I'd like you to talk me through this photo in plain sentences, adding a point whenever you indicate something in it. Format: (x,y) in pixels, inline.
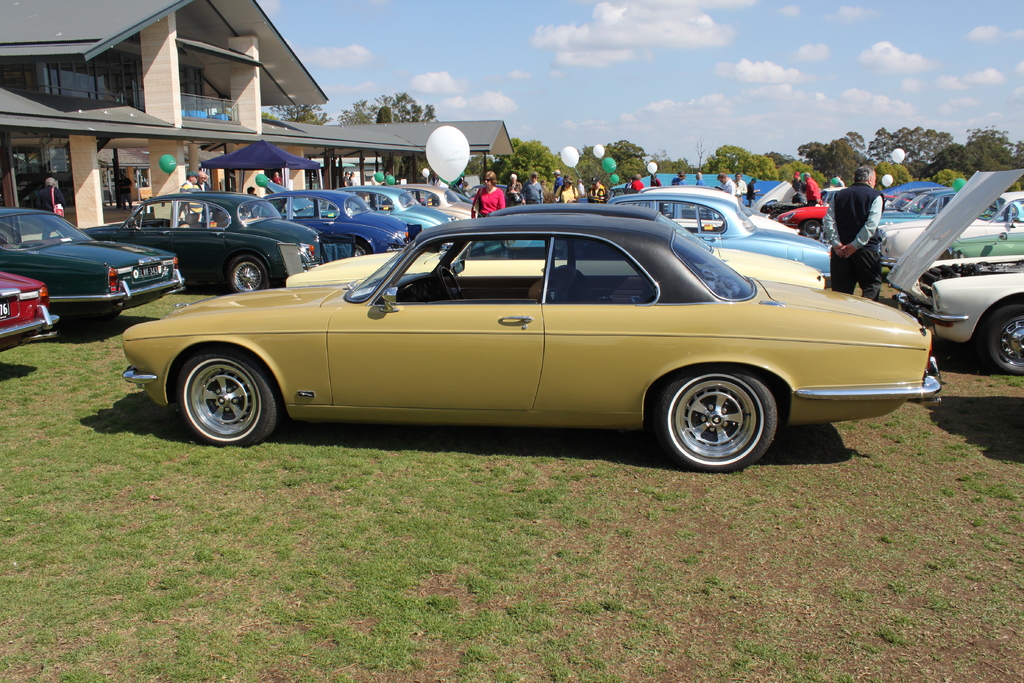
In the middle of this image (599,305), there are vehicles (754,262) in different colors and persons (857,185) on the ground (640,491), on which there is grass (339,497). Above these vehicles (397,237), there are balloons (450,128) in the air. In the background (85,165), there are buildings (69,84) having roofs (431,121), there are trees (418,121) and there are clouds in the blue sky (343,29).
